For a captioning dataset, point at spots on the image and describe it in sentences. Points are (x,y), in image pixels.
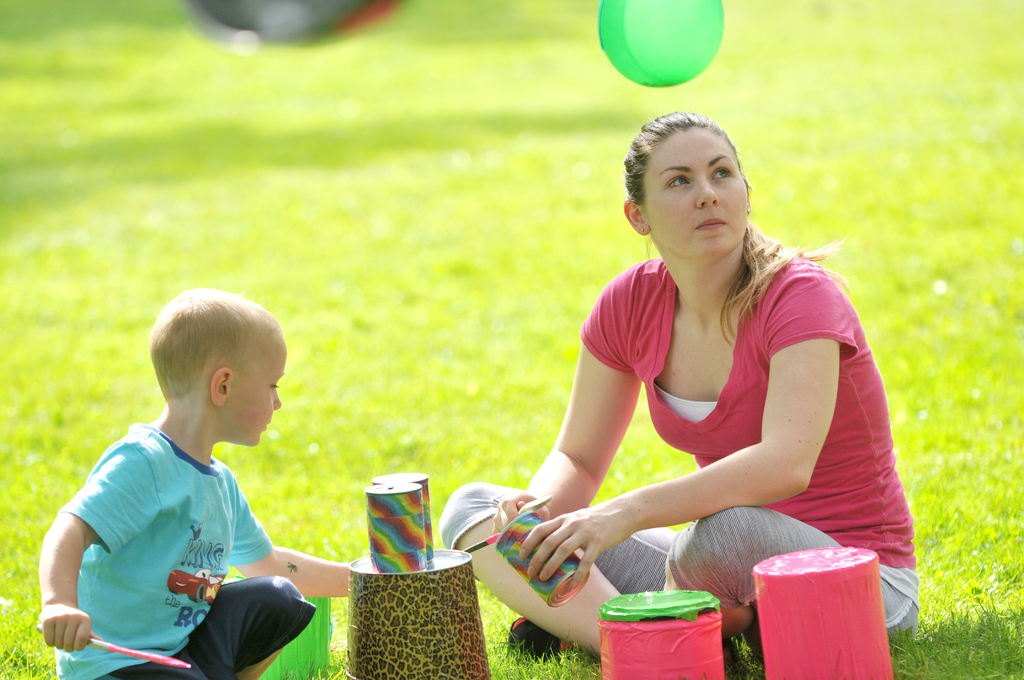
In this image we can see one woman (755,536) sitting on the ground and holding objects (501,548). One boy (186,513) in crouch position holding an object (162,663), few objects (316,668) on the ground (452,55), two objects (618,46) on the top of the image (208,3), two objects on the surface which looks like a box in the middle of the image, some green grass (127,175) on the ground (127,175) and the background (967,236) is blurred.
